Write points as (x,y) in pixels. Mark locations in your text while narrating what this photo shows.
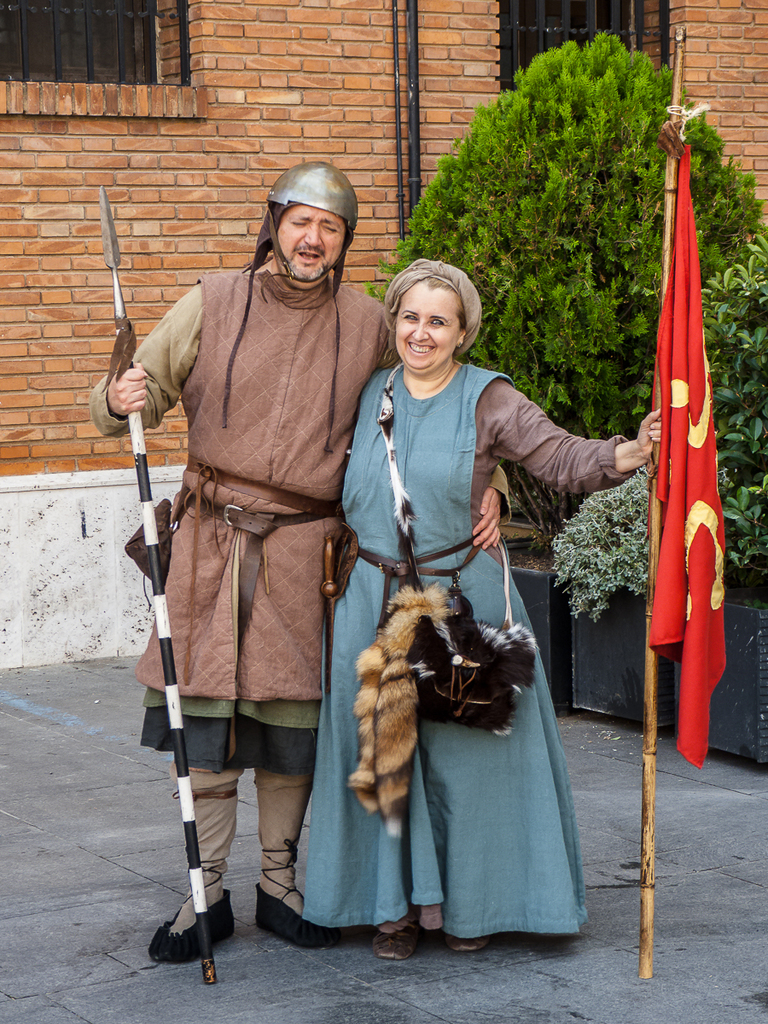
This picture is clicked outside. On the right (679,492) there is a person (469,488) holding a flag (704,573) and smiling and standing on the ground (595,969). On the left (217,436) we can see a man (290,259) wearing helmet (334,168), holding a spear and standing on the ground (239,968). In the background (623,124) we can see the tree (610,272) and some other objects (592,600) and we can see the windows (73,2) and the brick wall (214,192) of the building (231,177).
